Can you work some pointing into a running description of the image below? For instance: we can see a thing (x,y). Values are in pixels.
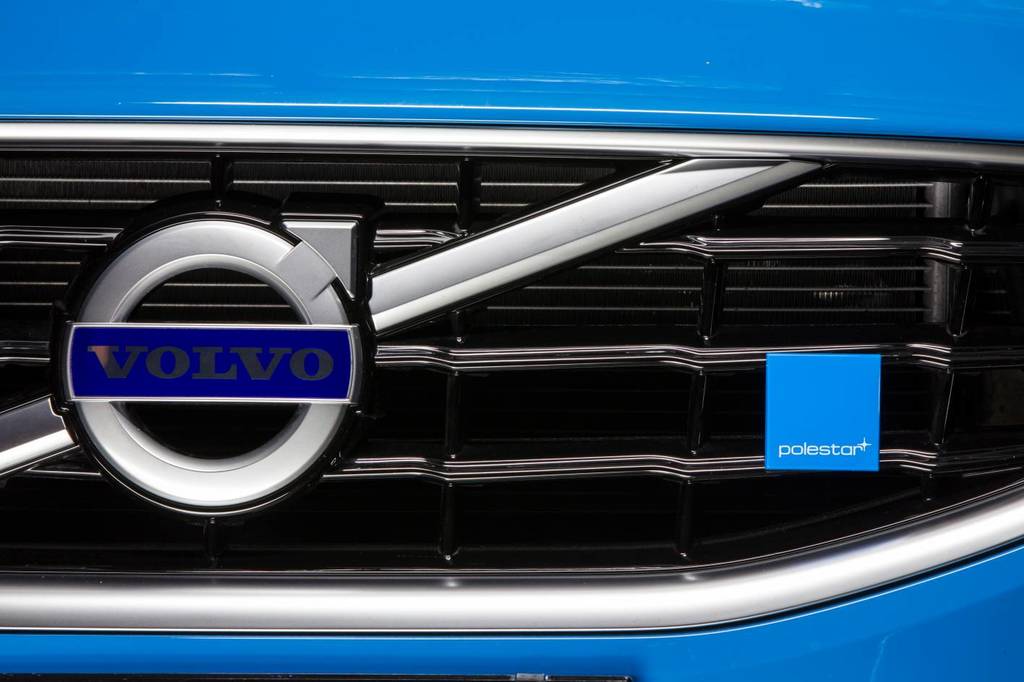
In this image we can see a part of the vehicle (527,140), there is a logo (303,329) attached to the grille (628,409).
